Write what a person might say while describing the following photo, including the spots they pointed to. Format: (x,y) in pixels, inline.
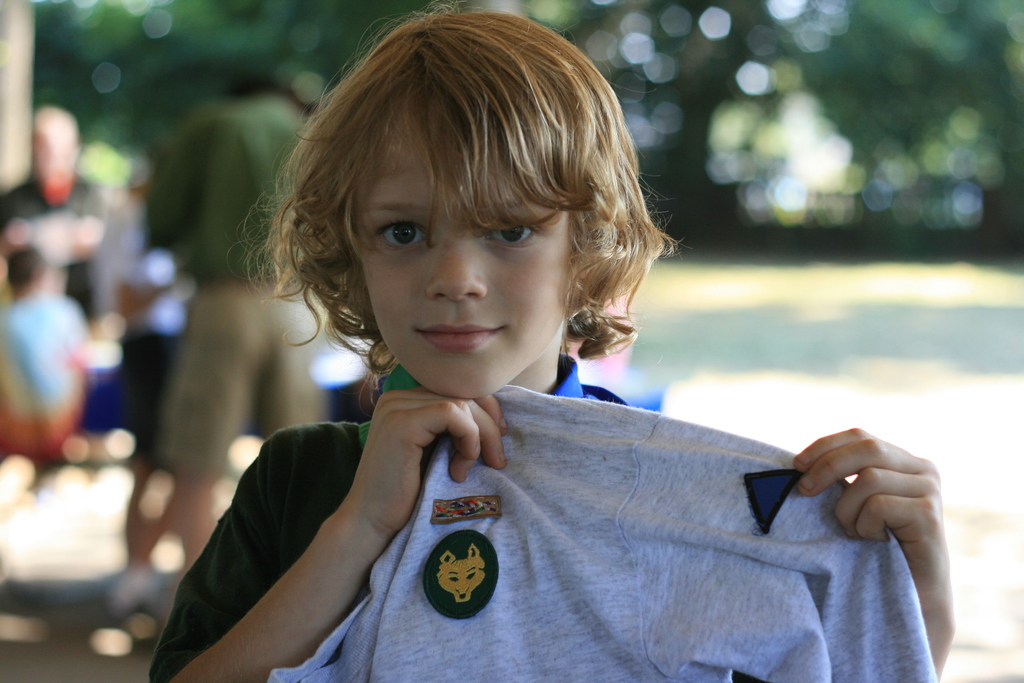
In this picture we can see a kid (296,526) holding a cloth (554,564) here, in the background (229,367) there are some people (238,378) standing here, we can also see trees (747,64) in the background (747,64).
